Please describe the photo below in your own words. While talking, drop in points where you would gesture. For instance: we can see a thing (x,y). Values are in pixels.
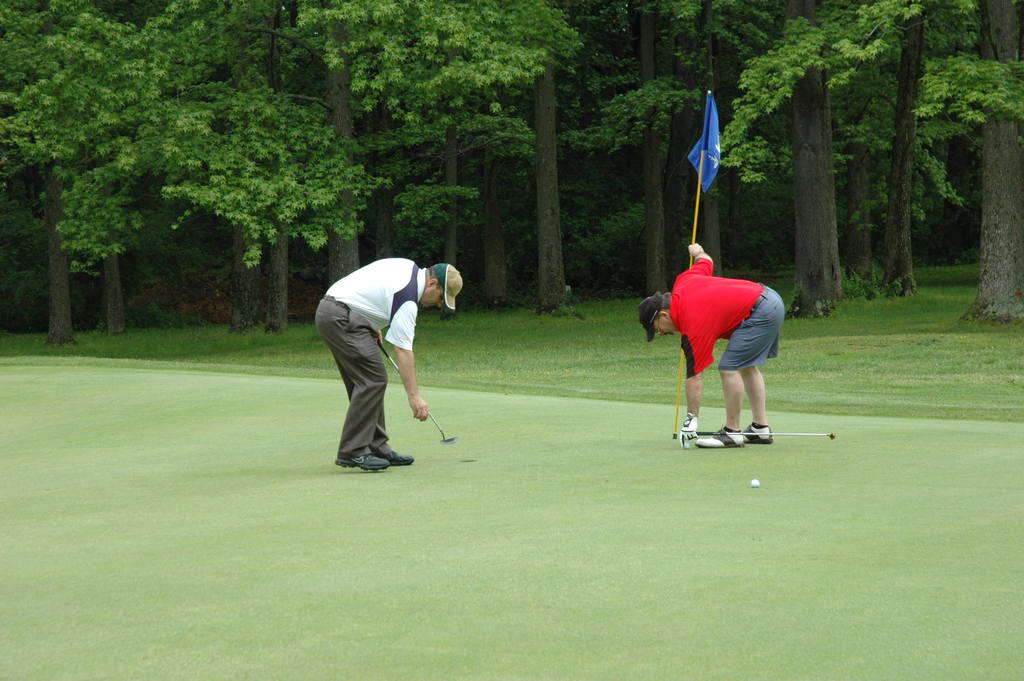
The picture might be taken in a golf court (338,394). In this picture we can see two persons (728,391), flag (693,157), ball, bat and other objects (729,438). In the background (276,164) there are trees (421,151).
